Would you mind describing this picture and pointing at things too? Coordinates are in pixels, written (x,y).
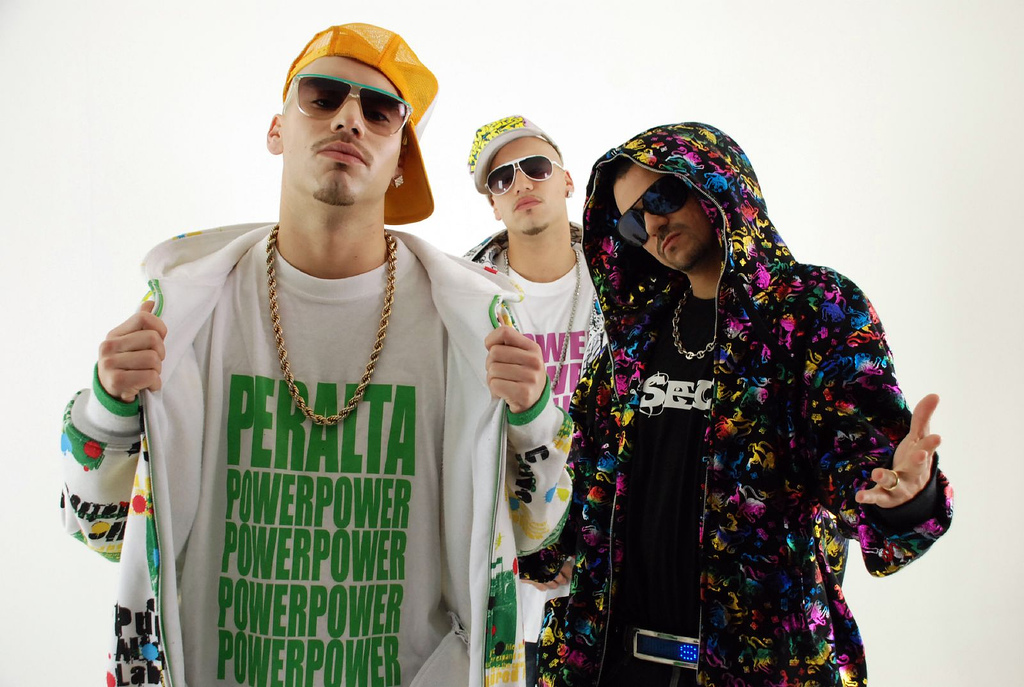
In this image there are three men (483,351) standing, they are wearing goggles (391,102), they are wearing caps (424,107), the background of the image (466,103) is white in color.
